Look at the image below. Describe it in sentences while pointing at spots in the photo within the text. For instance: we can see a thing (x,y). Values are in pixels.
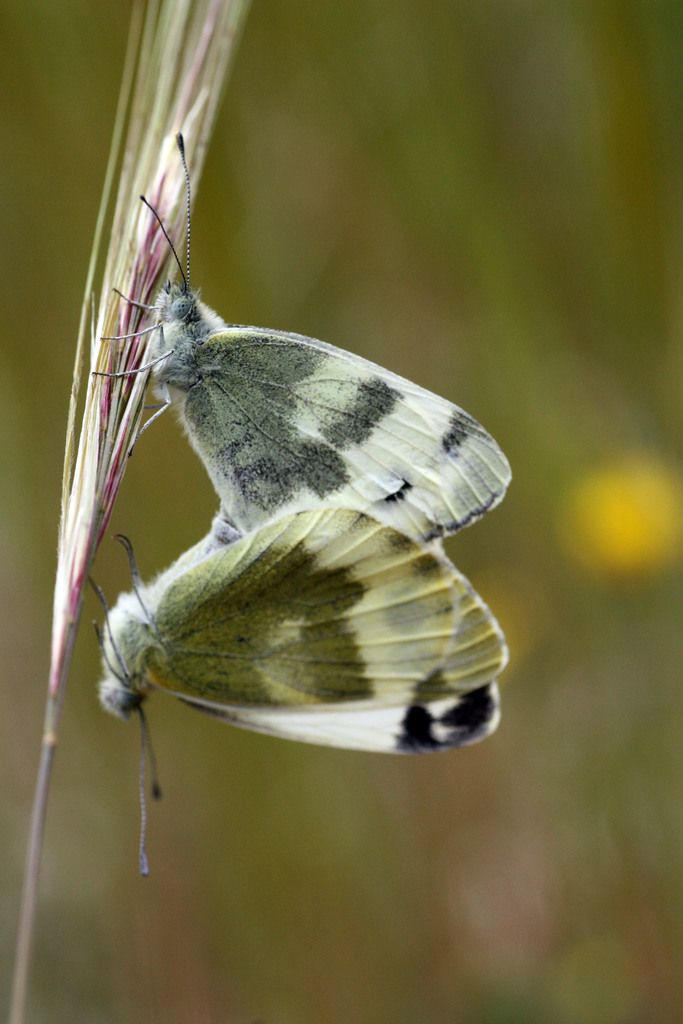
In this picture I can see two butterflies (228,548) were standing on this leaf (128,277). In the background (572,205) I can see the blur image.
